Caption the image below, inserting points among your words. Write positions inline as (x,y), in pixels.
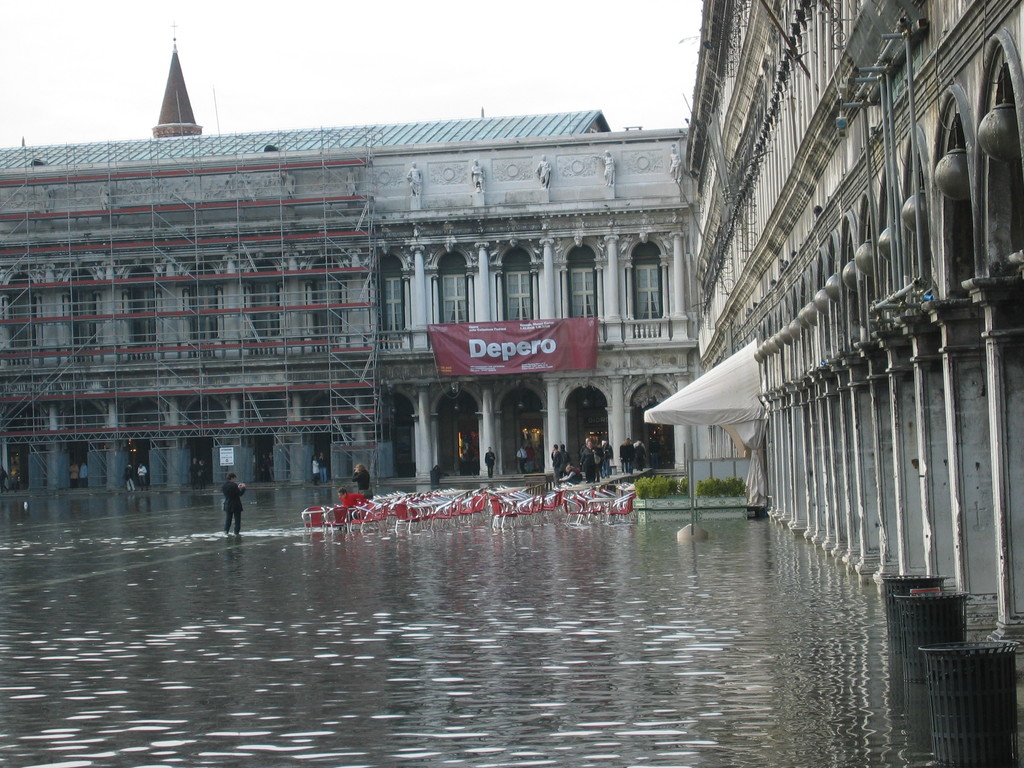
This is an outside view. At the bottom (309,738), I can see the water (436,622) on the ground (590,708). In the middle of the image (538,493) there are empty chairs (401,509) placed on the ground (421,550) and few people (238,520) are standing. On the right side (905,340) there is a building (899,391) along with the pillars (879,484). In the background (608,281) there is another building (360,402) and a banner (512,350) is attached to this building (415,338). On the banner (482,354), I can see some text (488,346). At the top of the image (462,81) I can see the sky (627,81). In the bottom right (920,653) there are three dustbins (950,632).
